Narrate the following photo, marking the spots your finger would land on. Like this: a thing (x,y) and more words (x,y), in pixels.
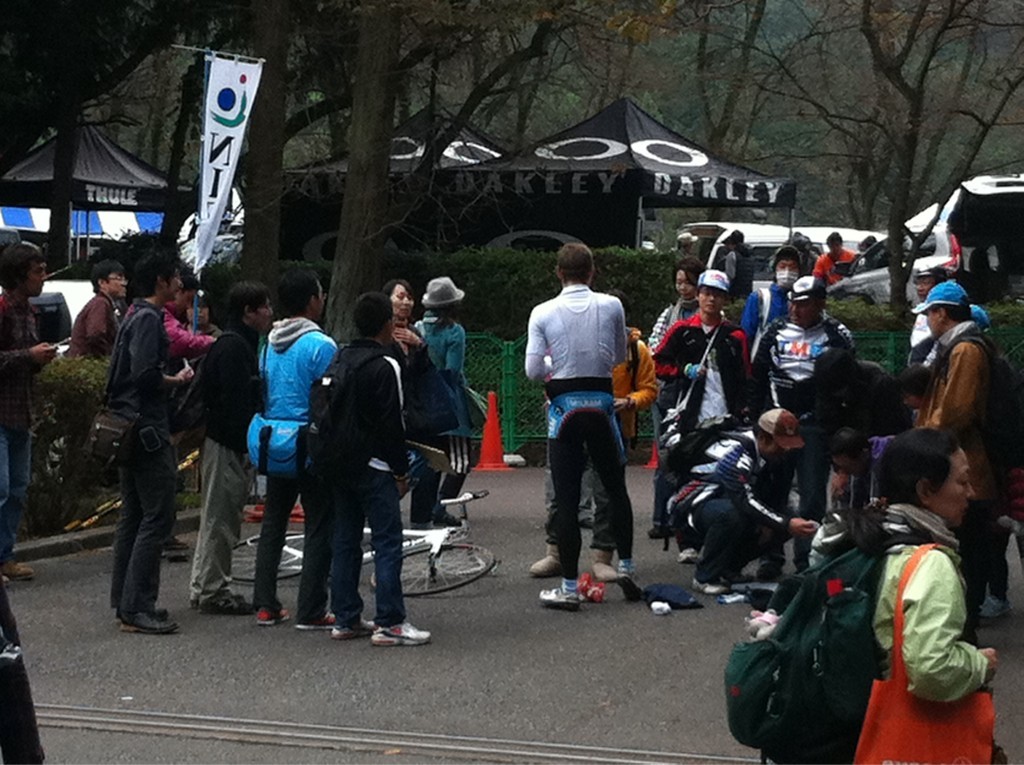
In this image we can see few persons (253,369) are standing and a person (720,525) is in squat position on the road (609,634) and among them few persons (463,368) are carrying bags (353,402) on their shoulders (318,368) and there is a bicycle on the road (730,762). In the background (537,214) there are trees (724,10), poles (790,210), tents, vehicles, plants (85,260) and traffic cones (496,441).
